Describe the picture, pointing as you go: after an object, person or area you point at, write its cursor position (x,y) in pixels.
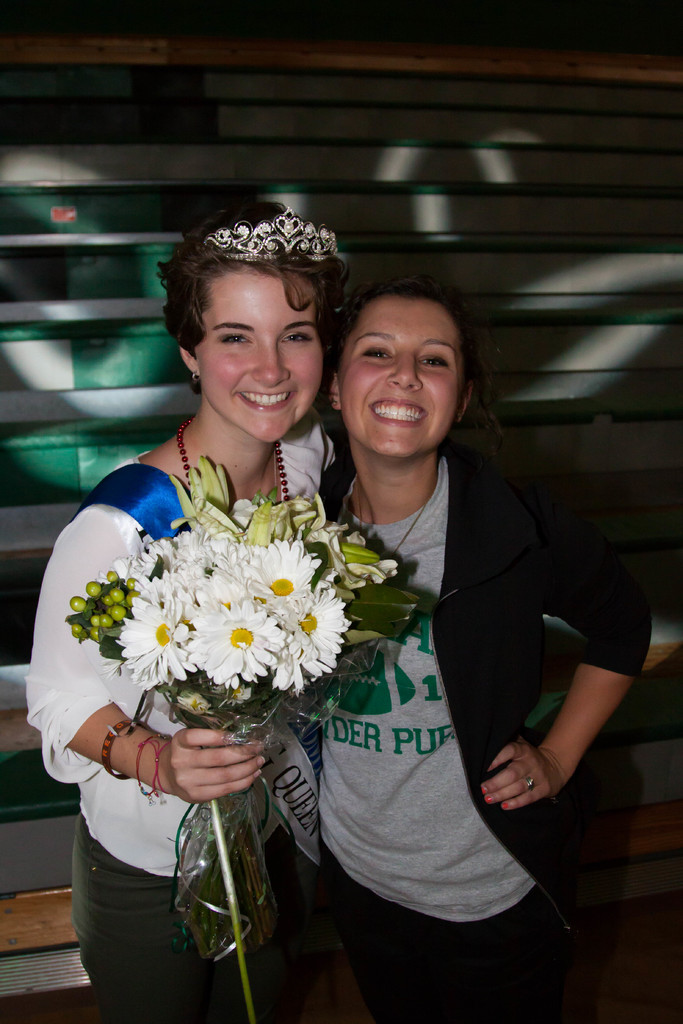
In this image I can see two women (291,390) are standing, smiling and giving pose for the picture. The woman (226,397) who is standing on the left side (139,765) is holding a flower bouquet (184,686) in hand (182,772). In the background (253,152), I can see a wall (249,189).
